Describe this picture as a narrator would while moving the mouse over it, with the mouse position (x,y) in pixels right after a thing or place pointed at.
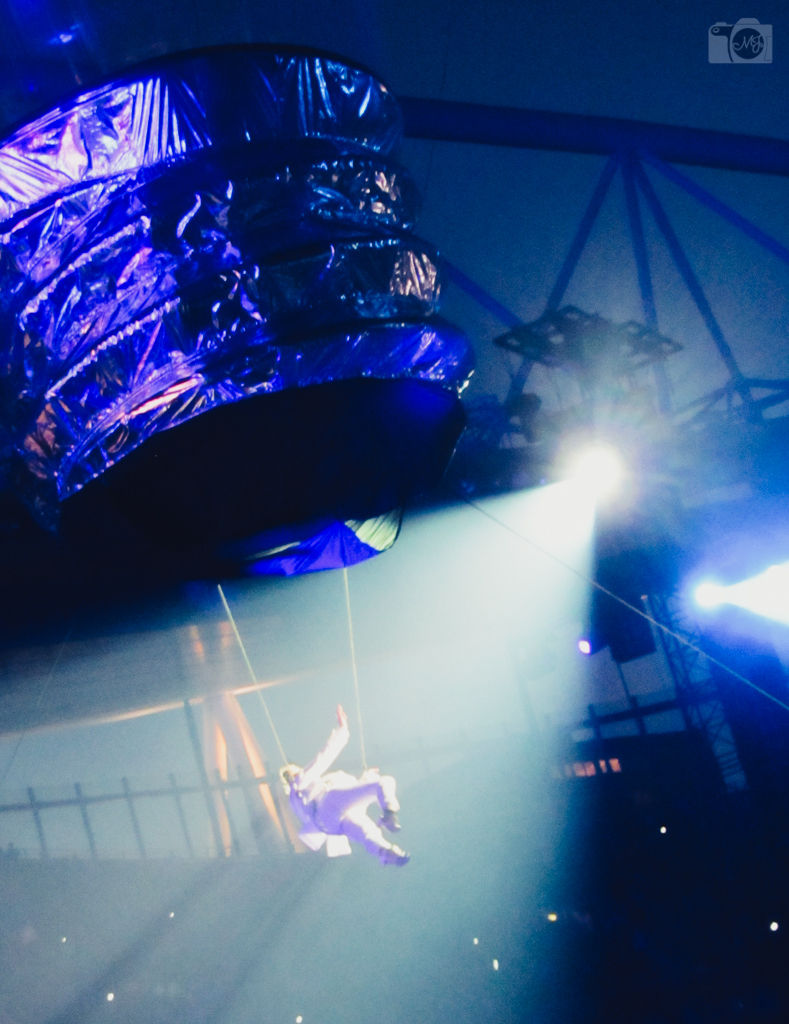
In this image there is a person (344,848) hanging from the ropes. At the top of the image (339,263) there is some object (270,208) connected through metal rods (519,366). There is a metal fence (106,810). There are lights (487,525).
